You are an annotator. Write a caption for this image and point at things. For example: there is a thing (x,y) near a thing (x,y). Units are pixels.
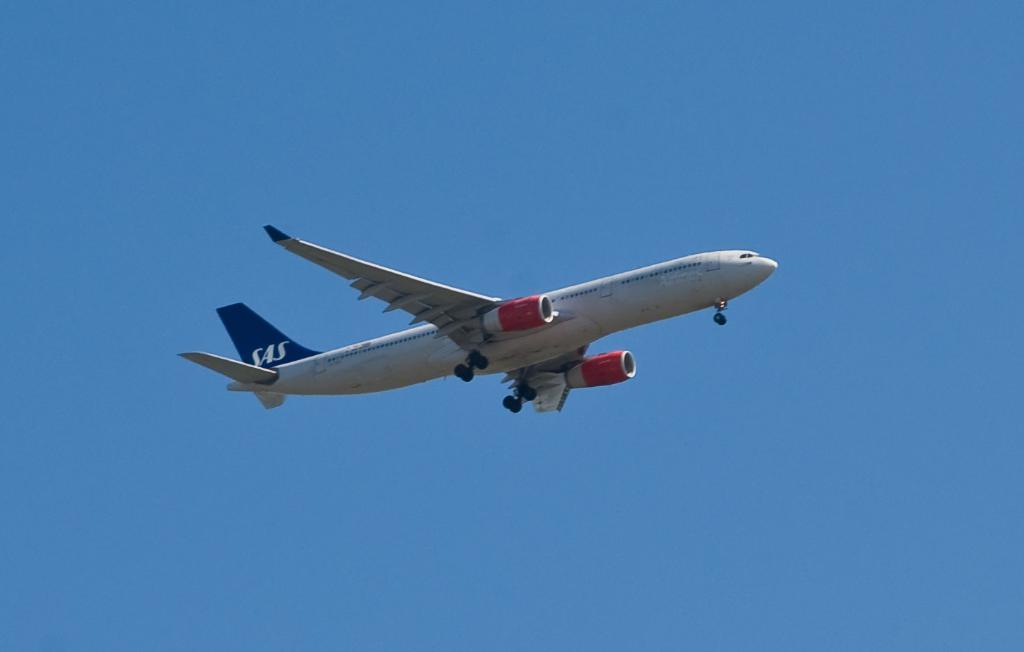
In this picture there is an aircraft (663,288) in the center of the image (391,291).
